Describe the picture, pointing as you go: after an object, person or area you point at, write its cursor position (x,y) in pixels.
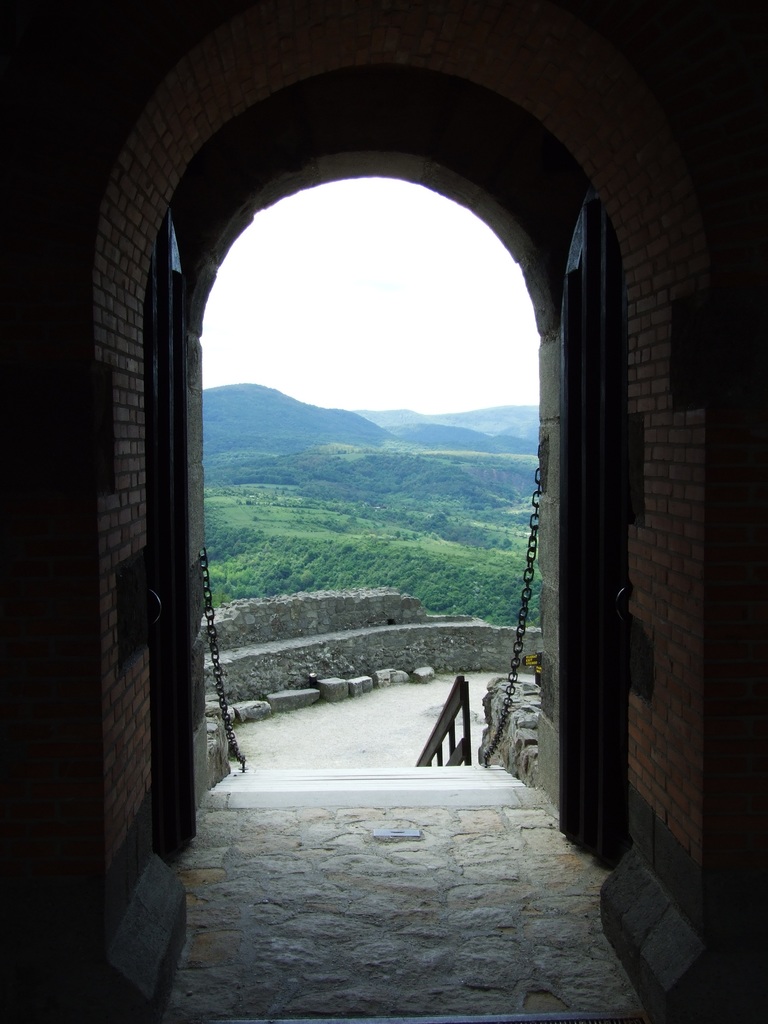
In this image I can see the building (574,760). There is a chain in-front of the building (546,746). In the background (356,666) I can see the rocks (388,676), mountains (340,451) and the white sky (314,323).
